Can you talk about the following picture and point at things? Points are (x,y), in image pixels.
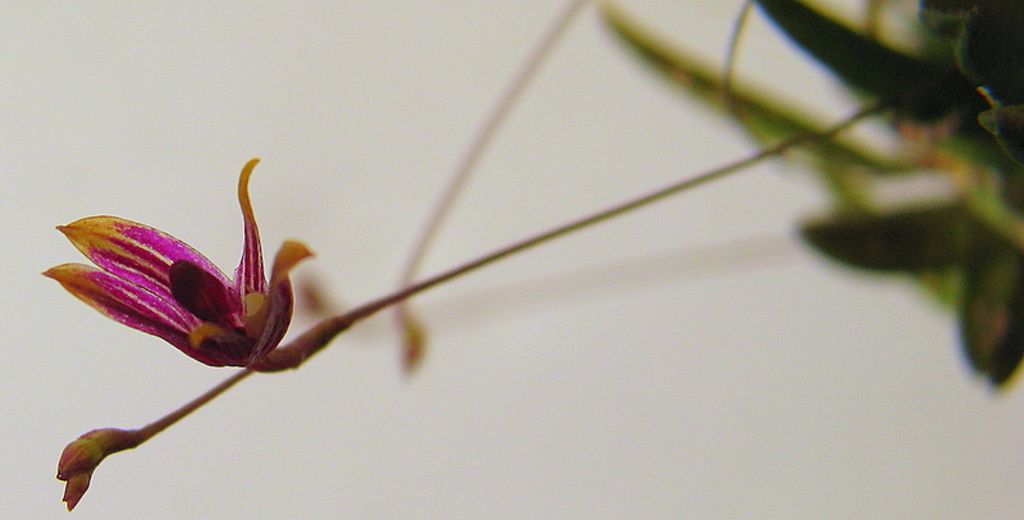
In this image there is a flower (215,319) and a bud (86,449) are to a plant (861,149) having few leaves (1019,176). Background (786,308) is in white color.
